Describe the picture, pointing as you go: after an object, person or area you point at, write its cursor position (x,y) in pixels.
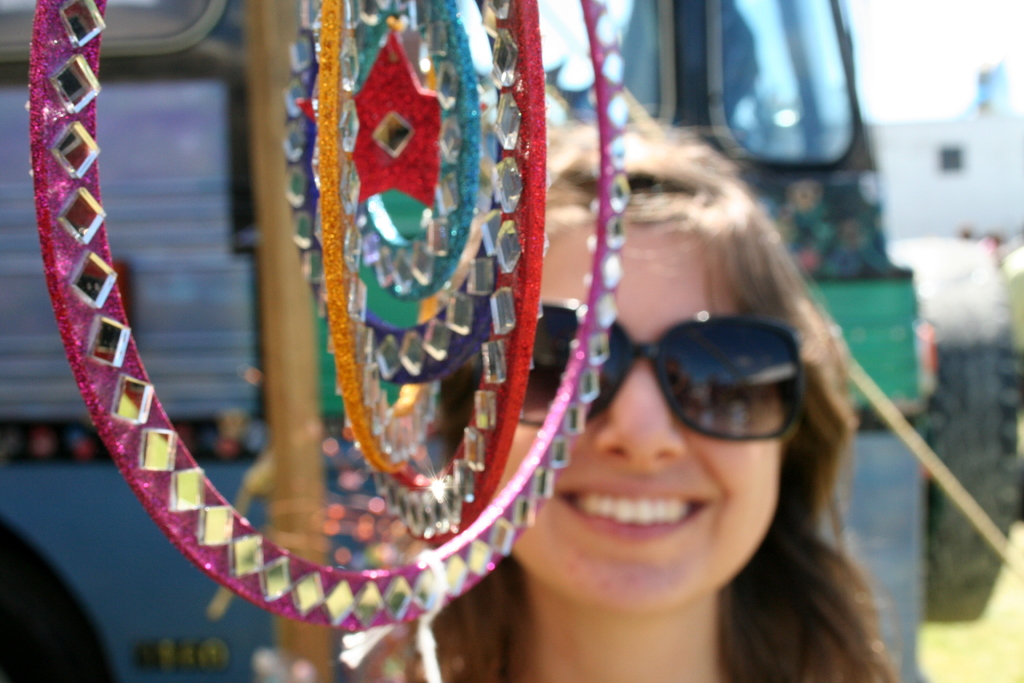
In this image there is a woman (544,415) smiling, in front of the woman (648,449) there is some object (436,281), behind the woman (579,248) there is a bus (245,396).
